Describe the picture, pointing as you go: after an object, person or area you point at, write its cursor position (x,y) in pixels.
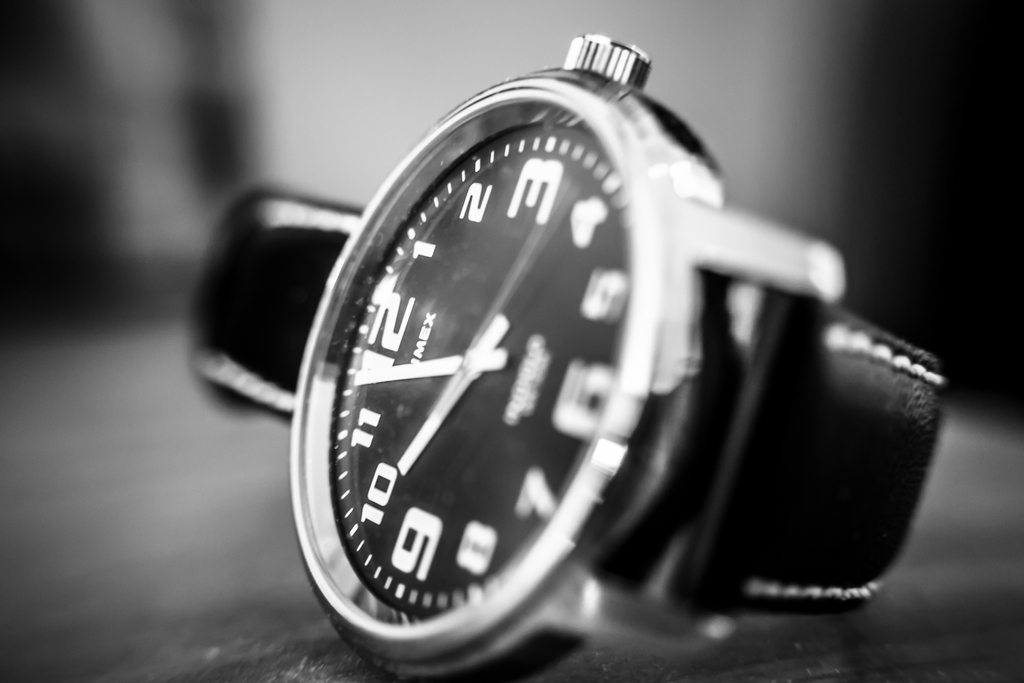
It is a black and white picture. In the center of the image (477,436) we can see one watch (491,437). In the background (777,23), we can see it is blurred.
